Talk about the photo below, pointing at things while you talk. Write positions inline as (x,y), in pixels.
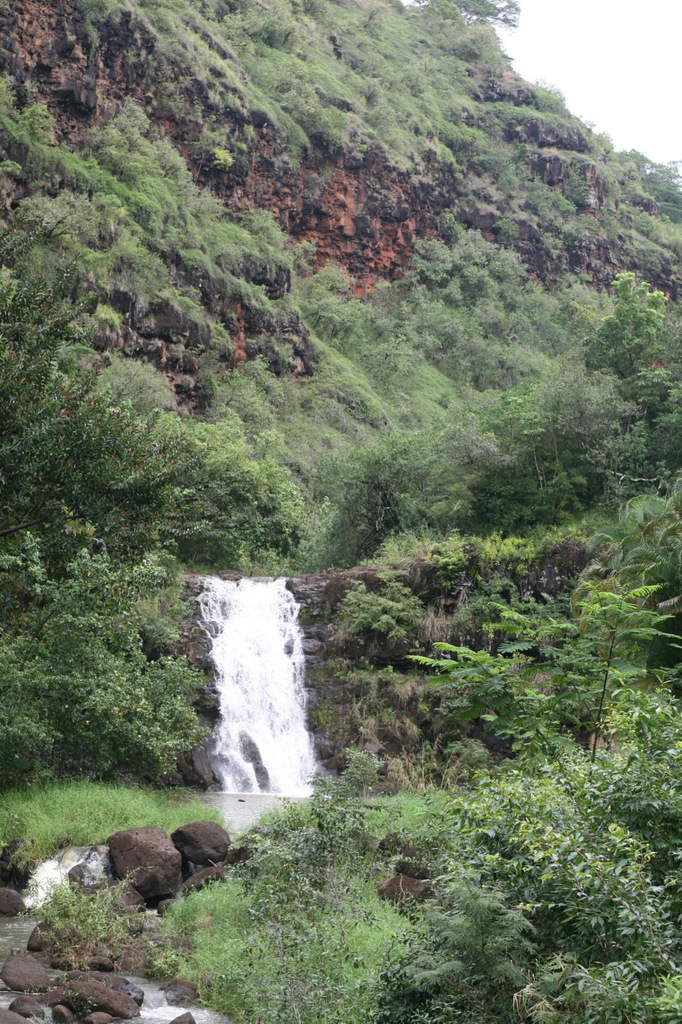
In this image there is a mountain (387,251). There are rocks (222,169), trees (143,468) and plants (419,318) on the mountain (392,403). There is a waterfall (251,699) in the center (232,667). In the top right (591,47) there is the sky (607,75).
